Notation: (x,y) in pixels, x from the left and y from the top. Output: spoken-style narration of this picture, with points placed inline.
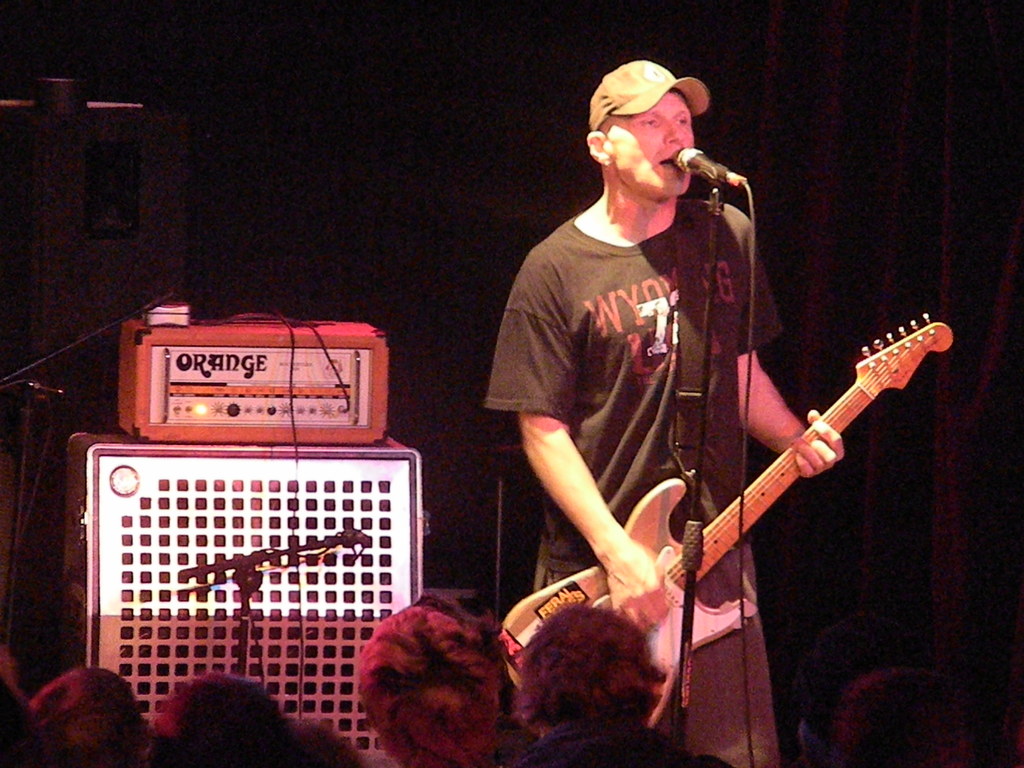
A person (607,313) wearing a black dress (625,299) and a cap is singing and holding a guitar (670,575) and playing. In front of him there is a mic (726,175) and mic stand (686,680). Some audience (537,674) are watching him. There are some speakers (275,669) in the background (181,415).
